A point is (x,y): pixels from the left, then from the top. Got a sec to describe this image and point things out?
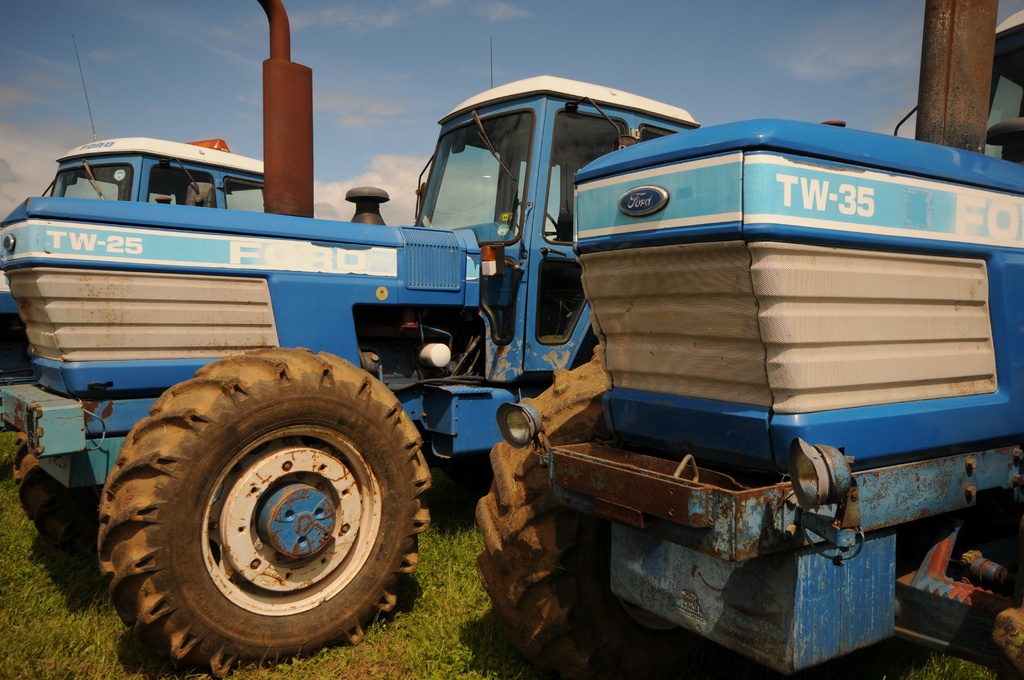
In this image I can see the vehicles (265,315) on the grass (481,626). I can see these vehicles (359,192) are in blue, white and brown color. In the background (227,105) I can see the clouds (12,129) and the sky (378,132).
